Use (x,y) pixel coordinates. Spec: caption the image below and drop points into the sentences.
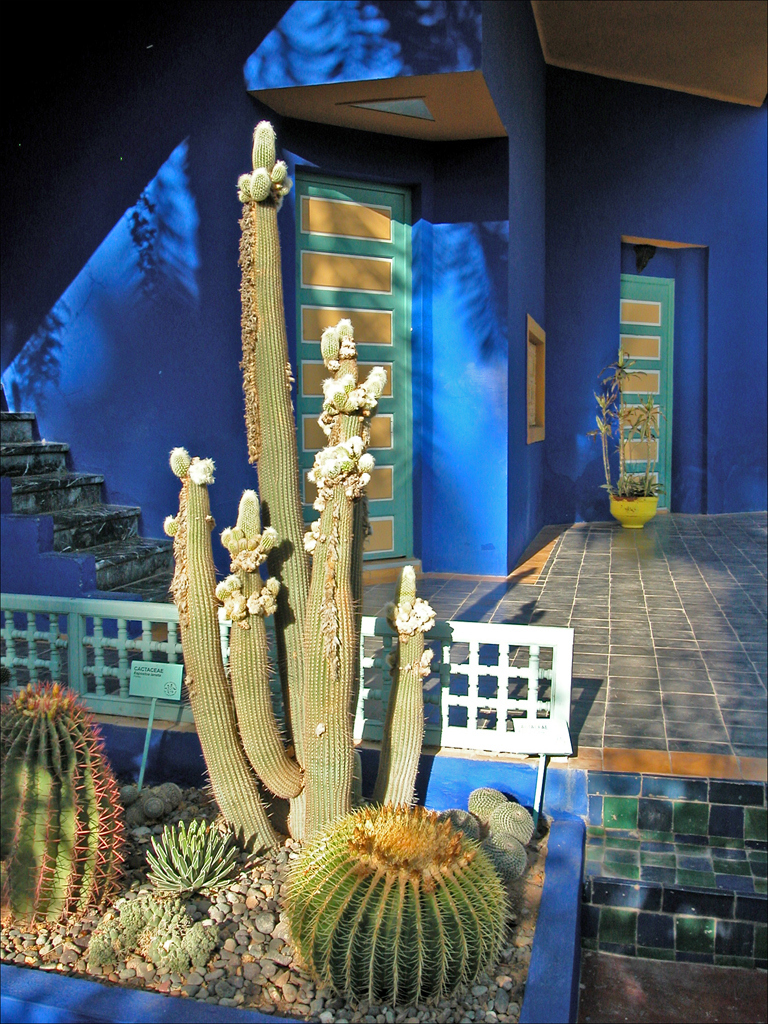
In the foreground of this picture (217,718) we can see the plants (178,838) and some gravels (340,1019) and we can see the stairs (695,895). In the background (597,253) we can see the wall (503,300), doors (644,468), stairway (123,561) and a potted plant (639,479) and the window (542,349) and some other objects (372,671).
